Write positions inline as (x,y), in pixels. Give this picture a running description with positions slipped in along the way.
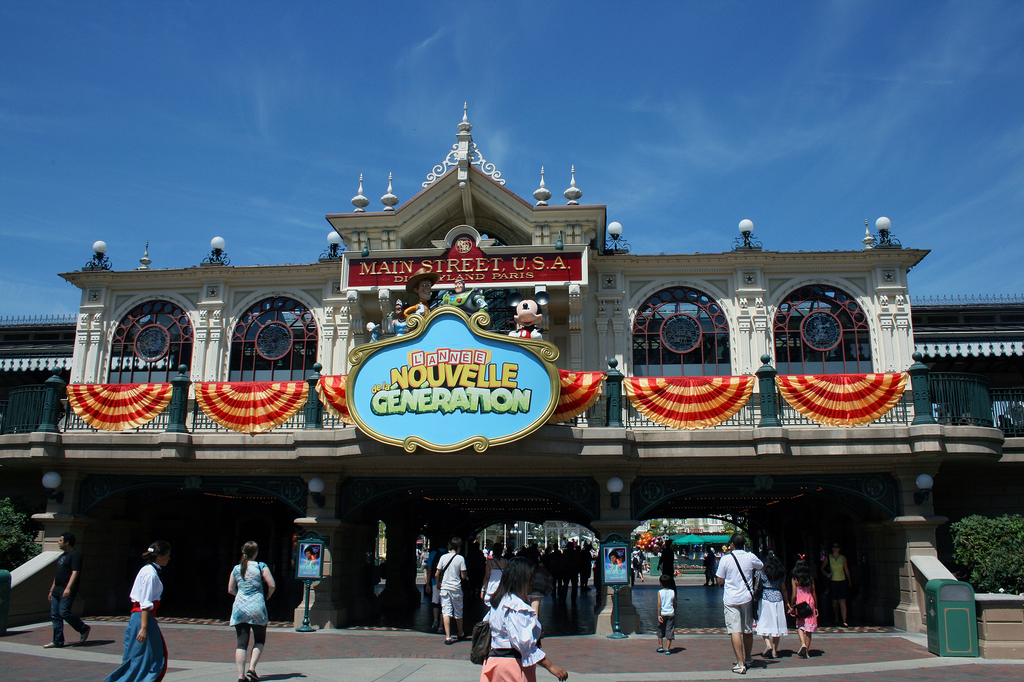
At the bottom (775,585) there are group of people (765,577) walking on the road (842,663) and in the platform area (694,582). In the middle (505,390) there is a building (380,487) on which board (494,334) is there and windows (240,348) are visible and curtains (846,403) are there. On the top (699,197) there is a sky (312,33) of blue in color. On both side, left and bottom plants (1004,568) are visible and a fence (788,405) visible on the middle (613,393). This image is taken on the road (760,644) during day time.
